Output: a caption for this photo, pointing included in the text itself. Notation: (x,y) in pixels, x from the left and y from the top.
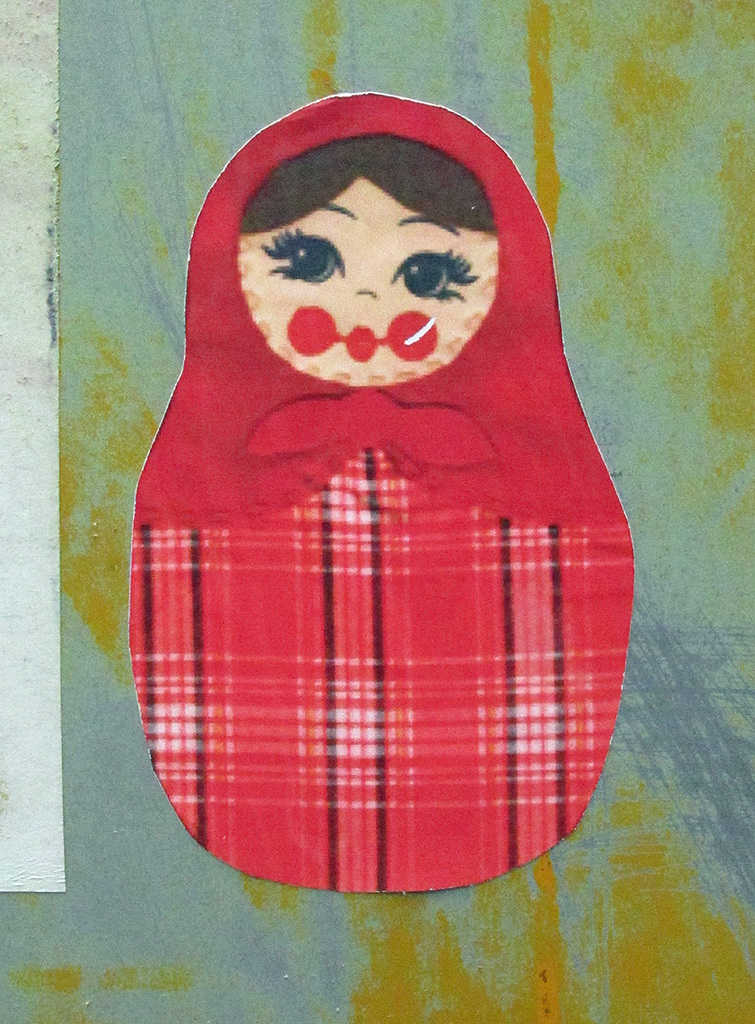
In the picture we can see painting (446,372) of a kid (446,424) who is wearing red color dress (254,545).
